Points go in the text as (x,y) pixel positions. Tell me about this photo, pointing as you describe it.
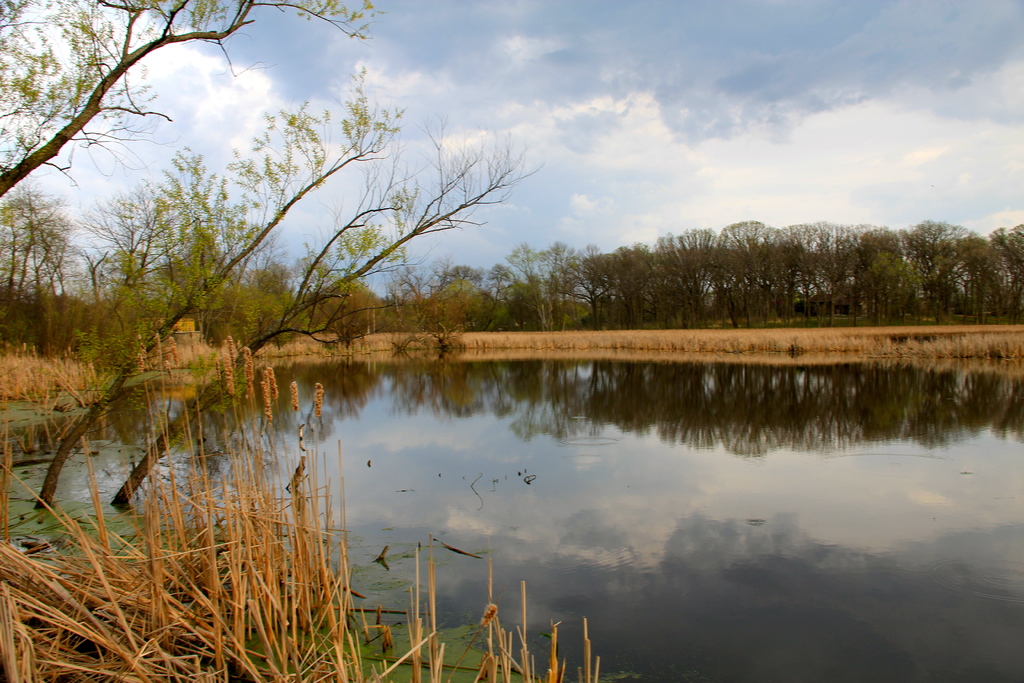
In the image we can see there are dry plants (215,585) and there is water (445,449). There are lot of trees (680,238) and there is cloudy sky (660,145) on the top (483,154).
